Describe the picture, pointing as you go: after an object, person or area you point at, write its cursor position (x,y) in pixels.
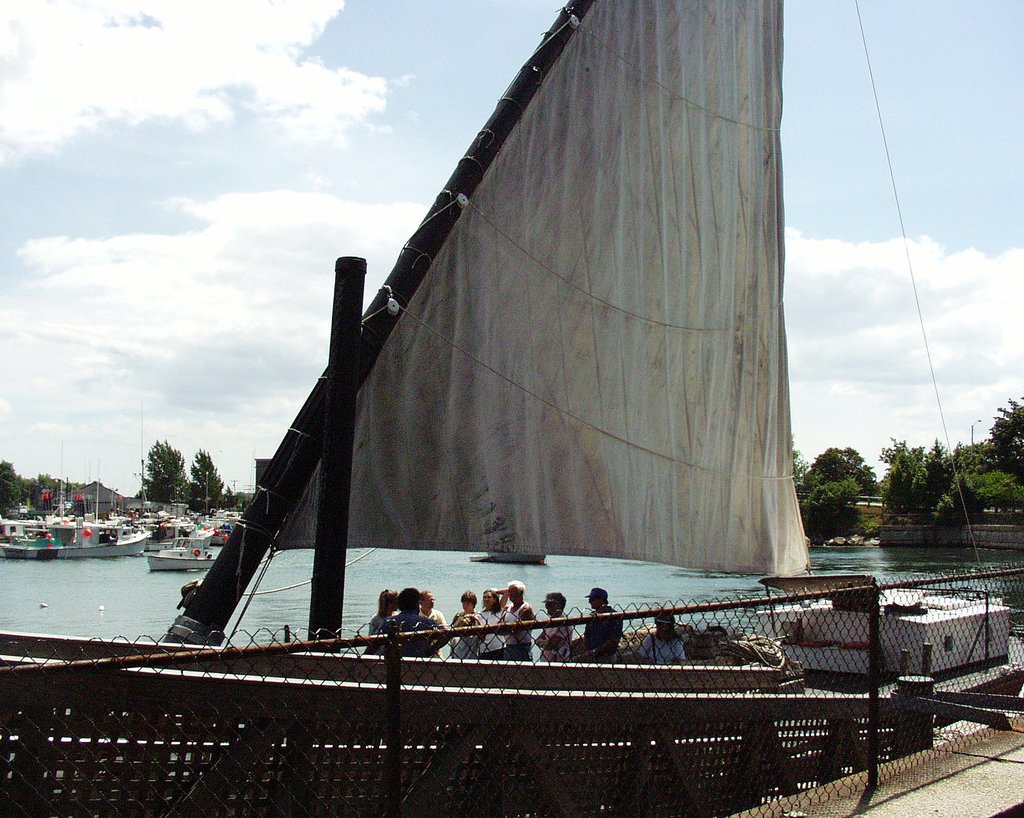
There is a fencing (521,674) at the bottom of this image (492,649), and there are some persons (492,649) sitting on a boat (511,666) we can see on the backside (424,664) to this fencing (398,658). There are some other boats (114,535) on the surface of water (120,568), and there are some trees (942,514) in the middle of this image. There is a cloudy sky (106,476) at the top of this image (245,247).
